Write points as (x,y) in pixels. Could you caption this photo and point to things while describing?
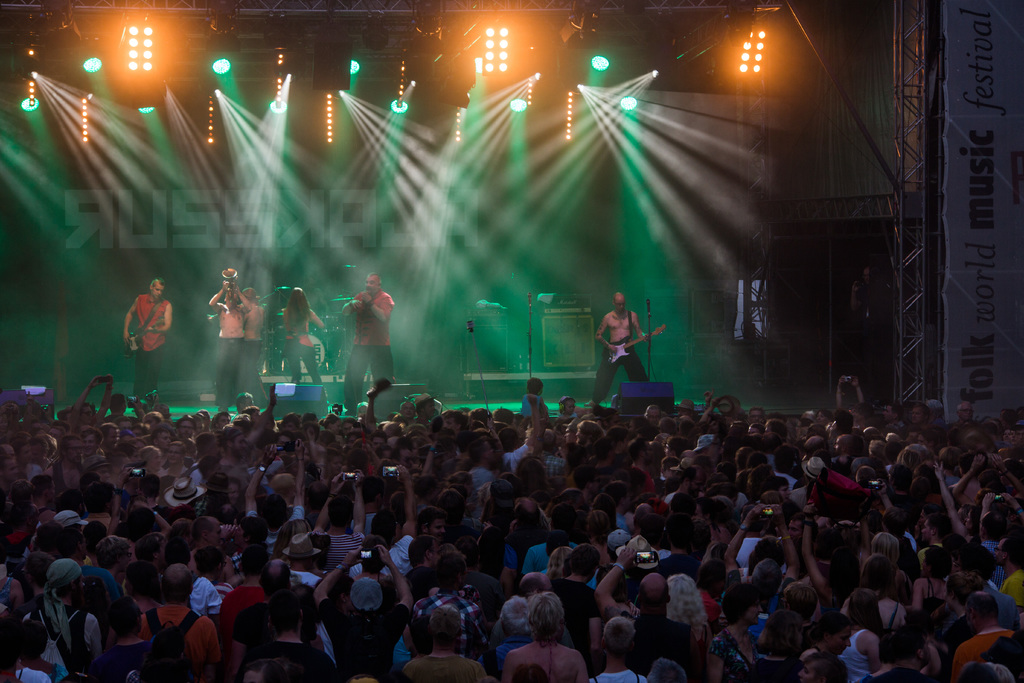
In this image, we can see a crowd (487,467). There is a band (621,328) in the middle of the image (613,312). There are some lights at the top of the image (494,27). There is a banner (973,247) and metal frame (918,343) on the right side of the image (915,274).
